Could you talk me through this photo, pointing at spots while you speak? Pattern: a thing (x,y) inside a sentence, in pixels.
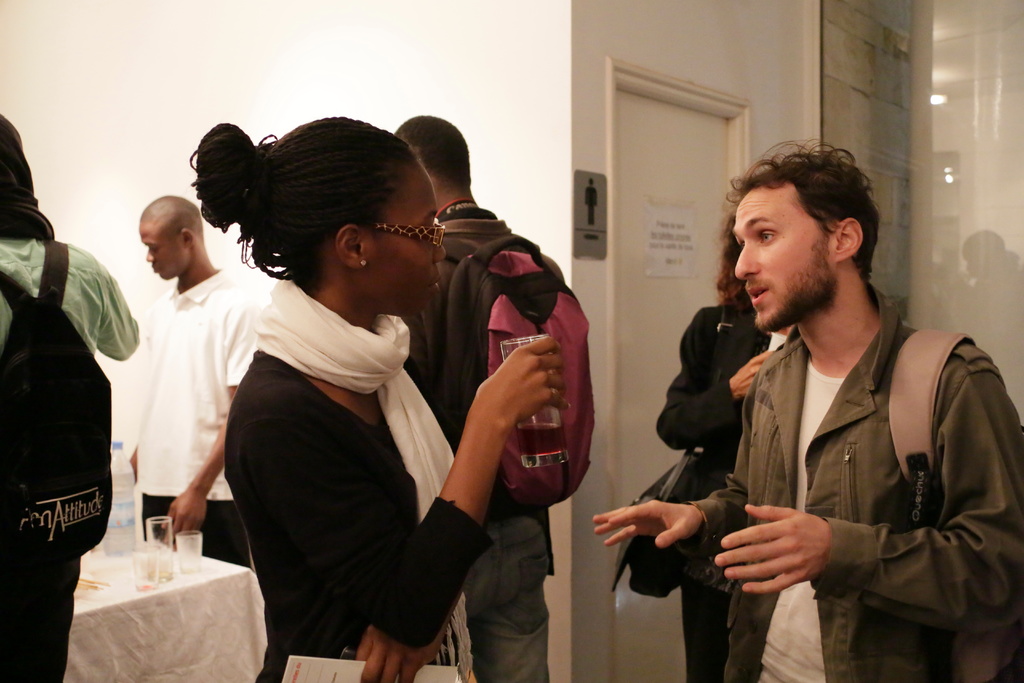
In a room (241,268), there are group of people (397,344) standing and discussing something and there is a table (170,597) and on the table (111,561) there are glasses (142,568) and the bottle (128,549), behind the table (214,562) there is a man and next to the door (628,104) there is a glass (963,293).
